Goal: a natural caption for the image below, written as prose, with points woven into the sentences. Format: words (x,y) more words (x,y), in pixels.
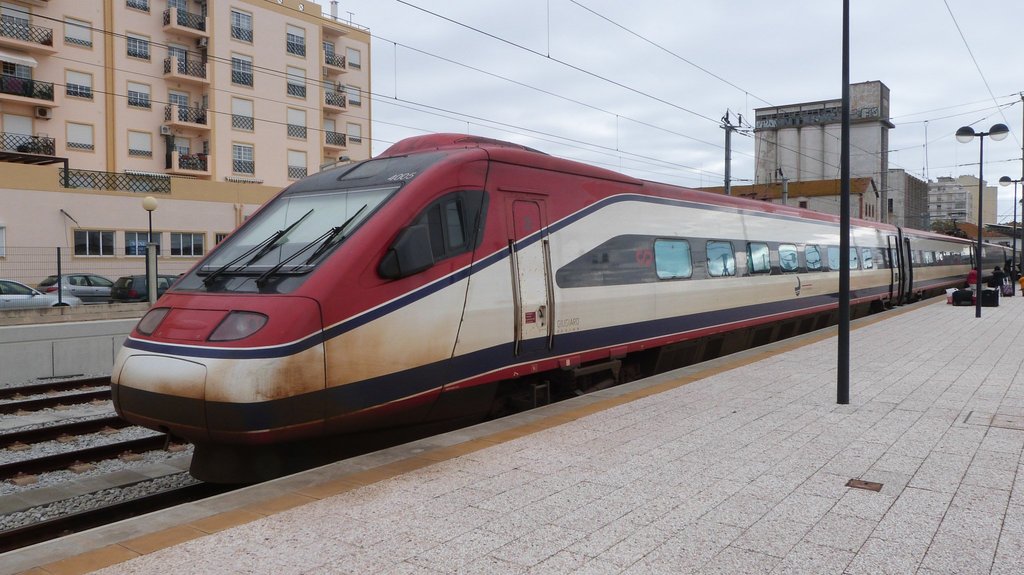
In this image we can see a metro train (660,273) and station (893,438). Behind the train (656,293) buildings (270,111) are present and cars (88,277) are parked.
